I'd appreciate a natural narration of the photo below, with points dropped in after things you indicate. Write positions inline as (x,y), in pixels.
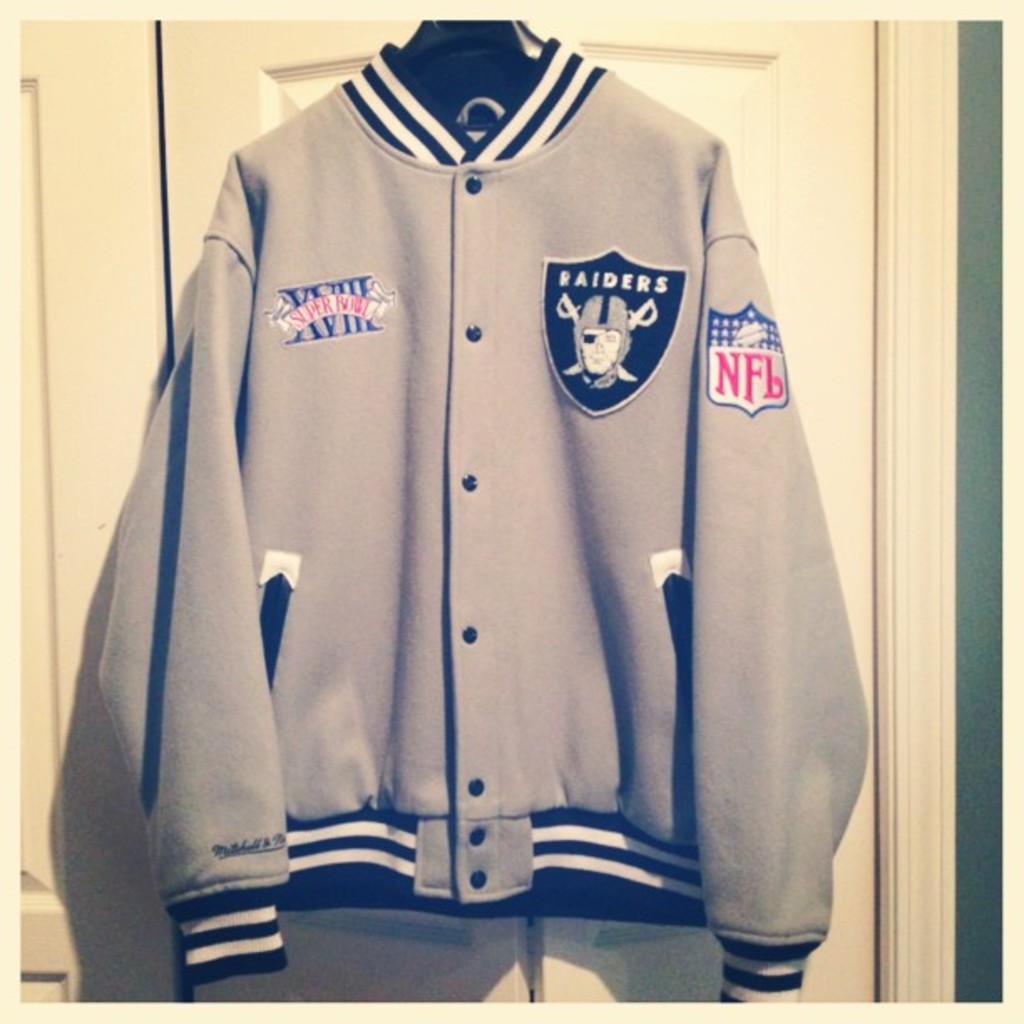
In this image there is a jacket (395,398) hanging on the hanger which is on the door (150,62).
